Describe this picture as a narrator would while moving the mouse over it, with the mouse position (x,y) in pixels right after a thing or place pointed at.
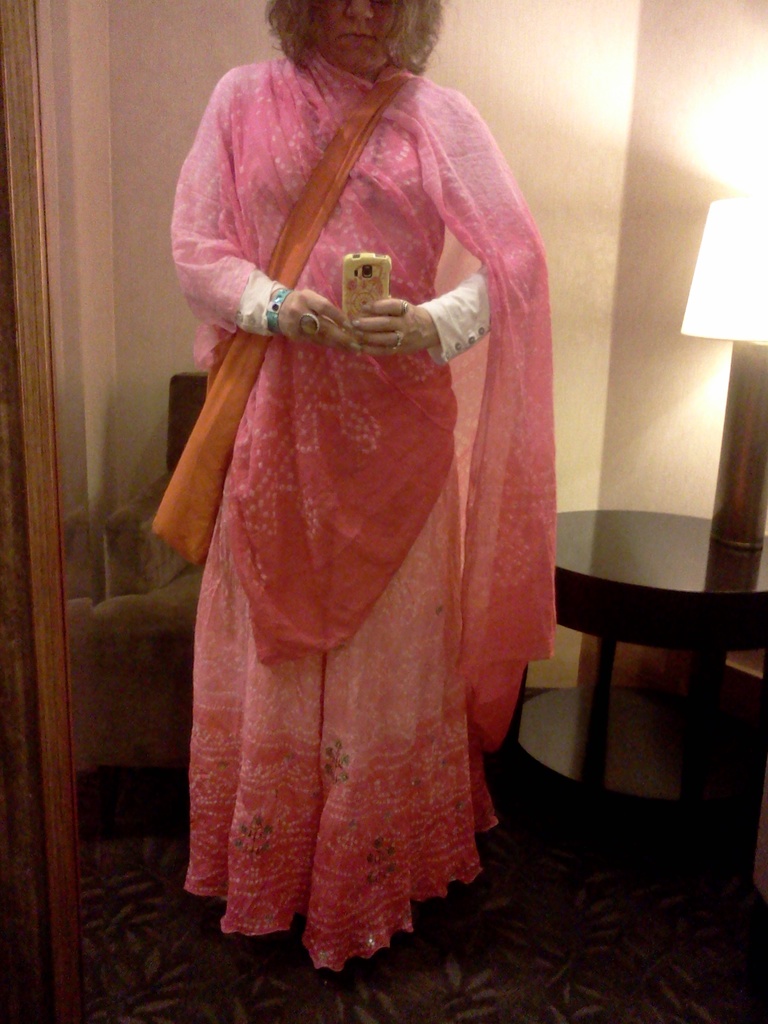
In this image I can see a woman (279,564) standing, wearing pink color dress (392,560). She is holding a mobile phone (384,263). She is wearing a bag (230,455). At the right side of the image (623,572) I can see a table (665,577) with a lamp (736,481) placed on the table (739,594). And this is the carpet (578,972).
